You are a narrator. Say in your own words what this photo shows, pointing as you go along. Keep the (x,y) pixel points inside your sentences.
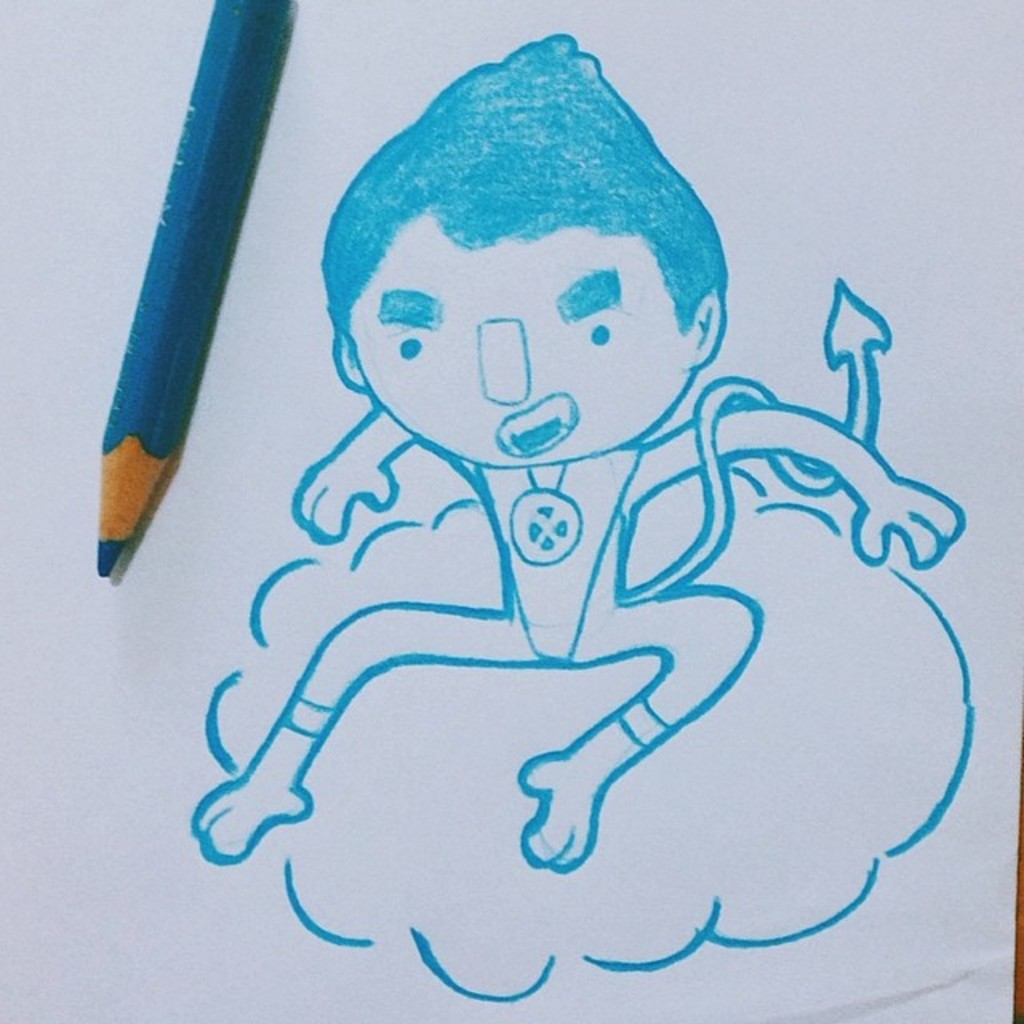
In this image we can see the white paper (488,738) with sketch (423,336) and one sky blue color pencil (190,394) on the paper (77,472).
